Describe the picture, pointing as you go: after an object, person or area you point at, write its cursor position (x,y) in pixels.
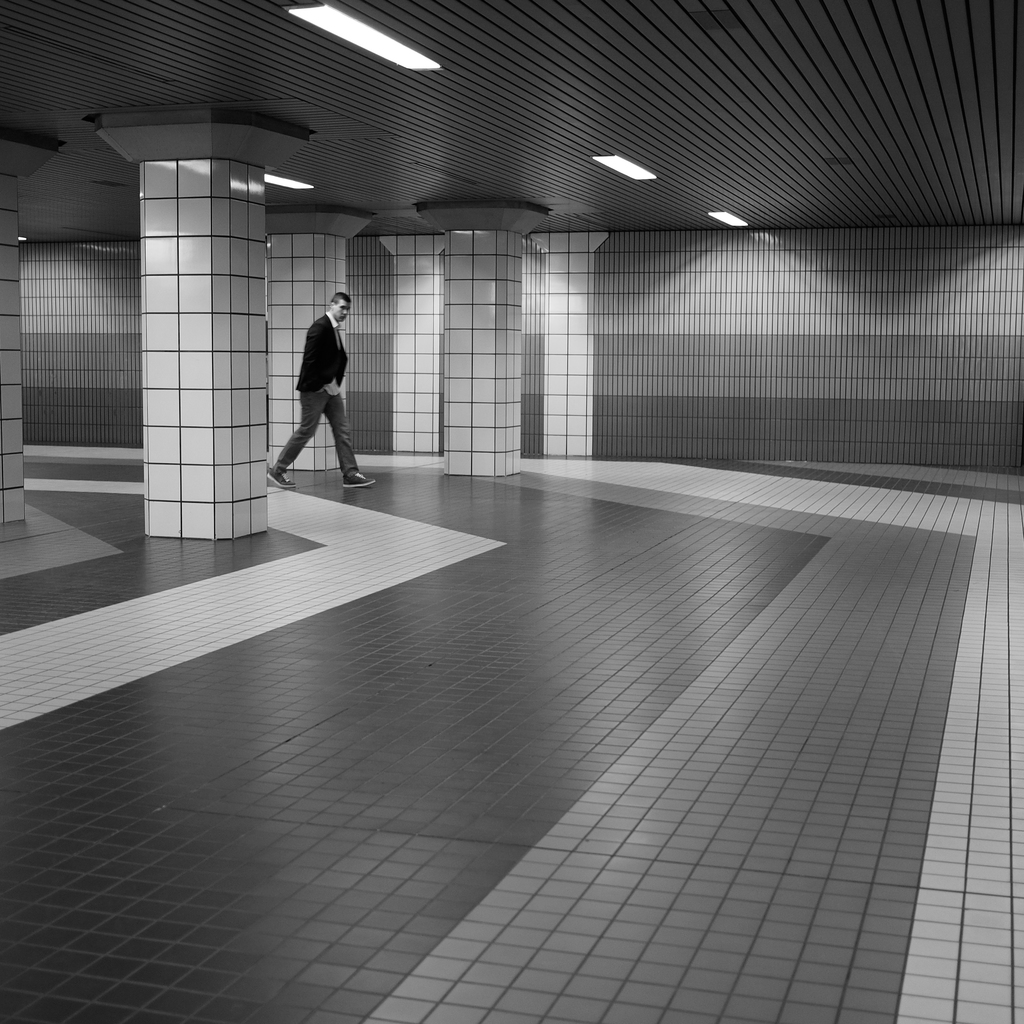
In this image we can see a person (338,438) is walking. We can see the interior of the building (648,469). There are few lights (408,52) attached to the roof (483,66).
